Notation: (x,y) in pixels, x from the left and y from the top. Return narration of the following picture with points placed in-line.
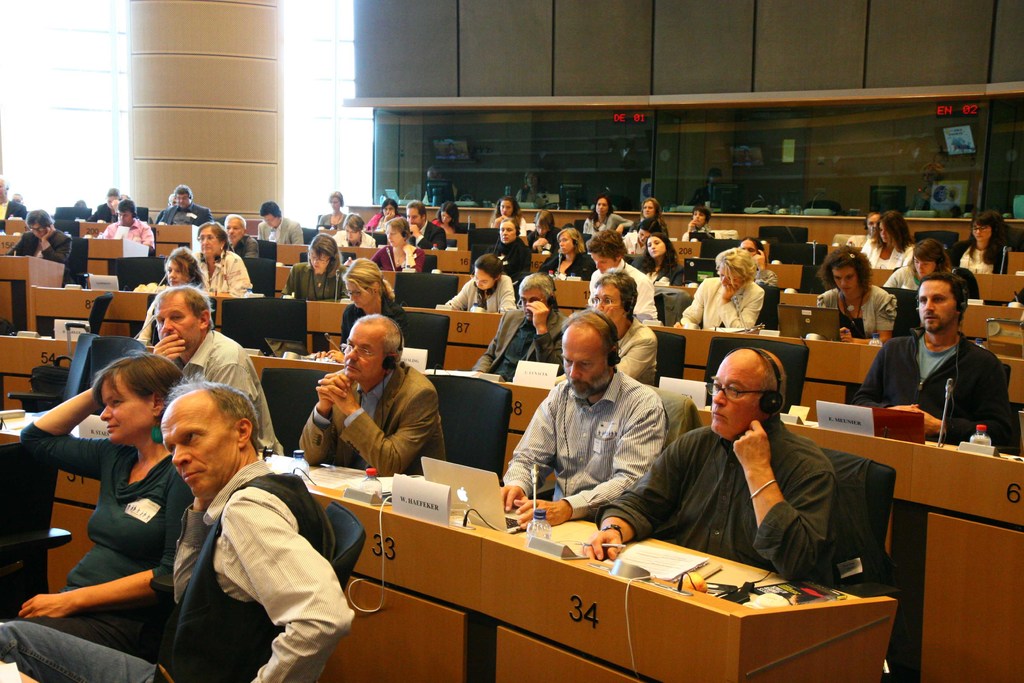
A picture of an auditorium (929,404). Every person (337,221) is sitting on a chair (157,600). In-front of them there are tables (848,372), on table (504,574) there are books (687,567), bottle (533,529), laptop (520,526) and cable (744,583). On this person (622,400) there is a headset (618,339). On this glass (865,192) there is reflection (949,181).
